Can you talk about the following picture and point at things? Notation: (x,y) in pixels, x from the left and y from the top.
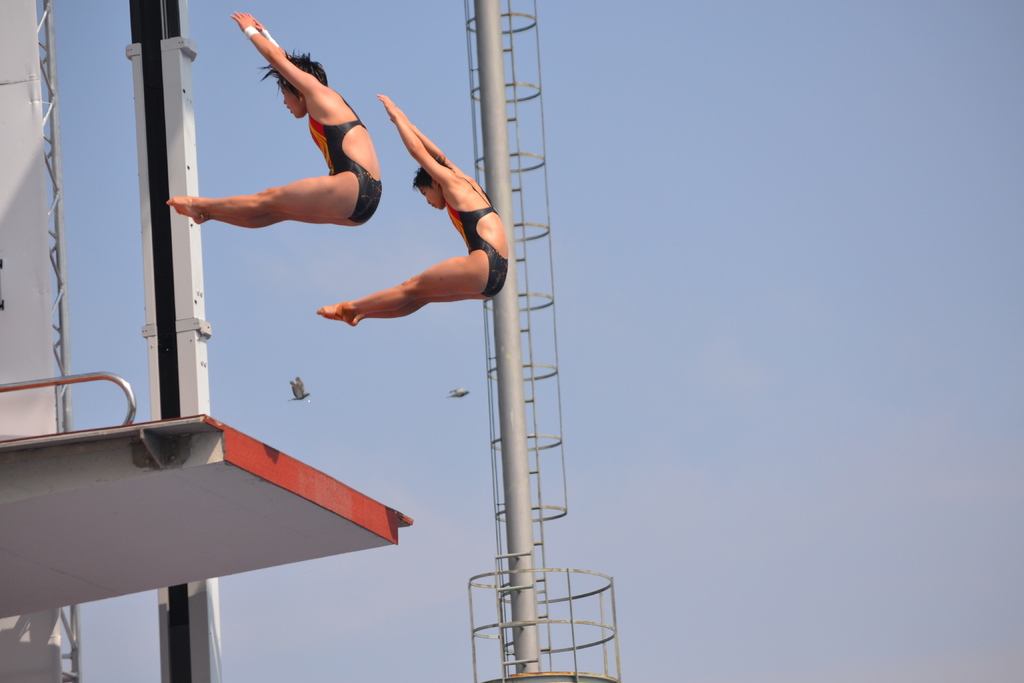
In this image, on the left side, we can see two persons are in air (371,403). On the left side (153,501), we can also see a diving platform (235,540) and some metal instruments (152,348). In the middle of the image (514,437), we can also see a metal rod (515,646). In the background (483,320), we can see a sky (795,357).
